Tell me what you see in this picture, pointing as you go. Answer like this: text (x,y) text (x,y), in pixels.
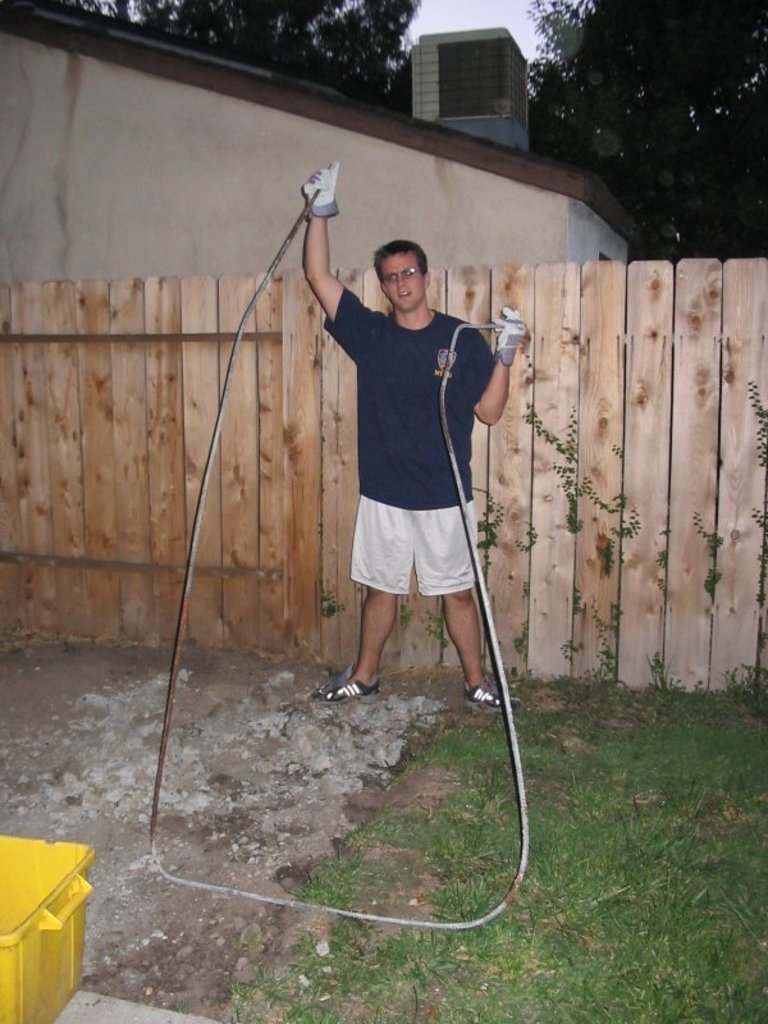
In the image there is a man (400,373) standing in front of a wooden fencing (662,429), there is some object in his hands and there is a grass (455,784) on the right side (610,790). Behind the fencing (493,438) there is a house (430,131) and in the background (544,133) there are few trees (642,203).
